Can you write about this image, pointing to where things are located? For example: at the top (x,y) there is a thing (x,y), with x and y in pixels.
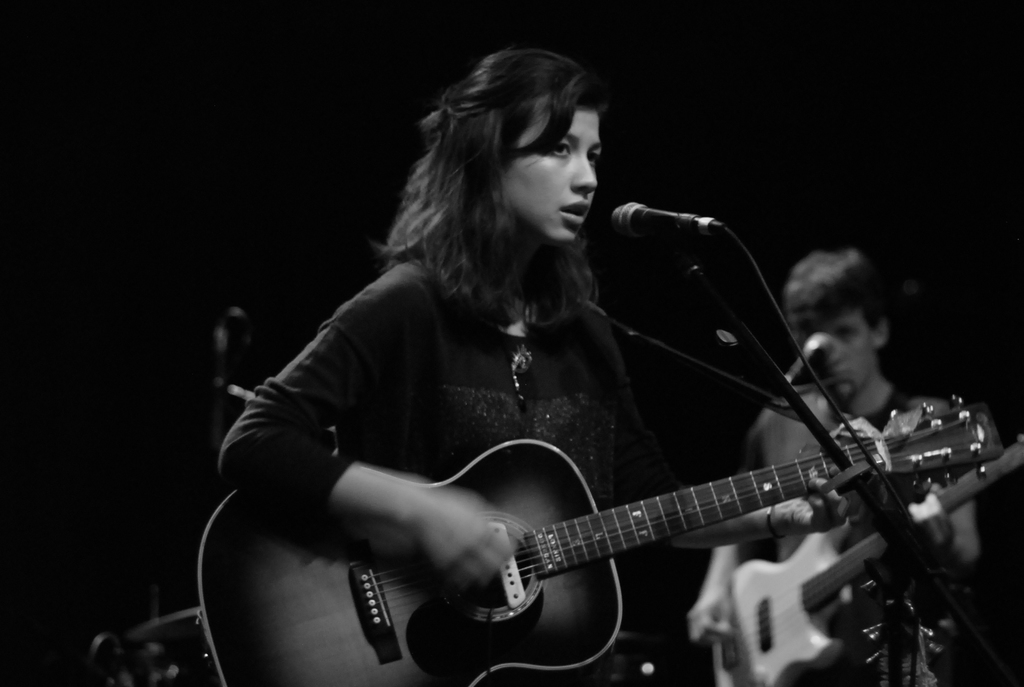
In the foreground of this image (431,355), there is a woman (443,268) standing and playing a guitar (622,506) in front of a mic (656,225) with the stand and a man (853,384) standing and holding a guitar (802,588) in front of a mic (816,339) and there is a dark background (209,167). This image is a black and white image.
